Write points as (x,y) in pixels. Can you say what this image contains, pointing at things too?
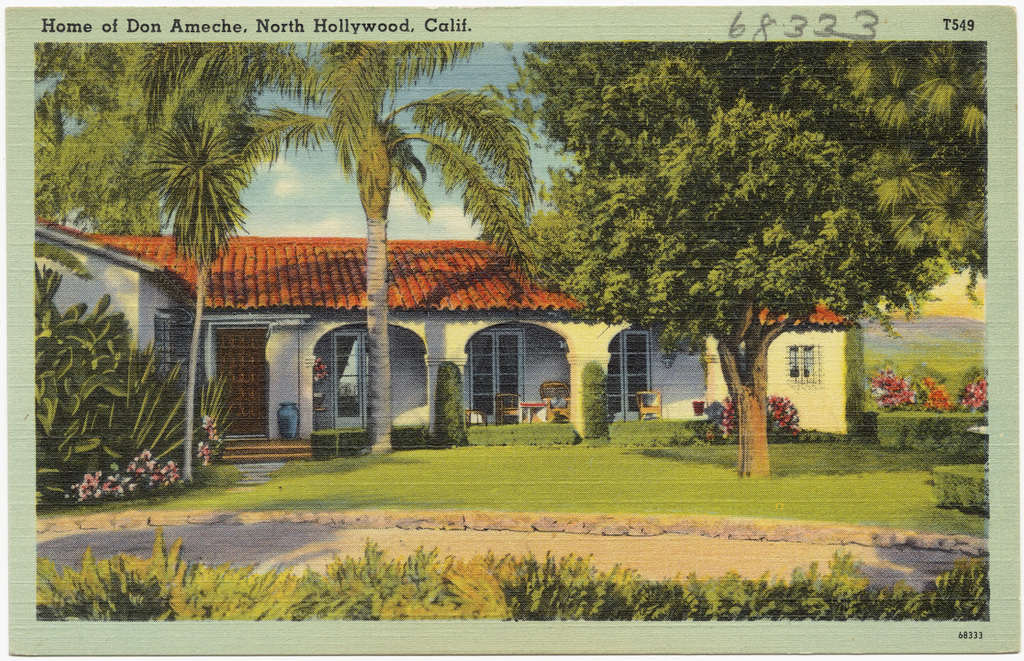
In this image I can see an art (646,210). I can see a building (513,371). I can see few trees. At the bottom (147,593) I can see few plants (406,586). There is some grass (771,513) on the ground (732,492). At the top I can see clouds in the sky (470,220).
